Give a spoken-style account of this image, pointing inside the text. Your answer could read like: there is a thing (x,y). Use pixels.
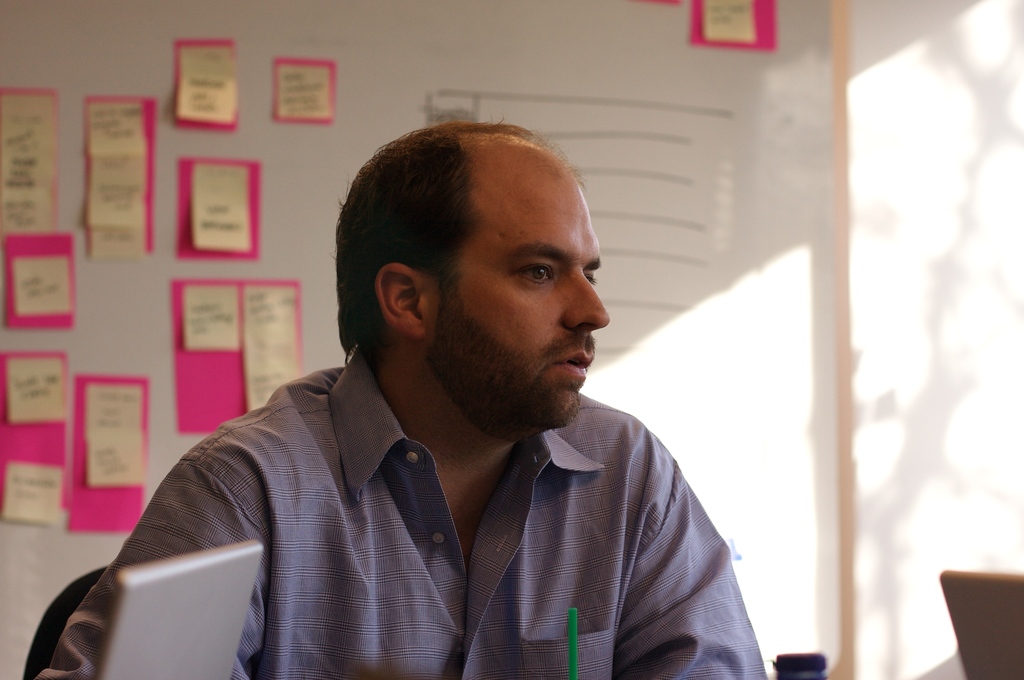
In this image I can see a man (283,444) is sitting and I can see he is wearing shirt (403,489). I can also see a green colour thing (573,629) in his pocket (597,640). In the front of him I can see two laptops like things (1019,578) and in the background (722,12) I can see number of sticky notes (737,37) on the wall (273,237). I can also see something is written on these sticky notes (224,210) and on the bottom right side of this image (780,675) I can see a black colour thing (811,679). I can also see this image is little bit blurry in the background (623,222).
